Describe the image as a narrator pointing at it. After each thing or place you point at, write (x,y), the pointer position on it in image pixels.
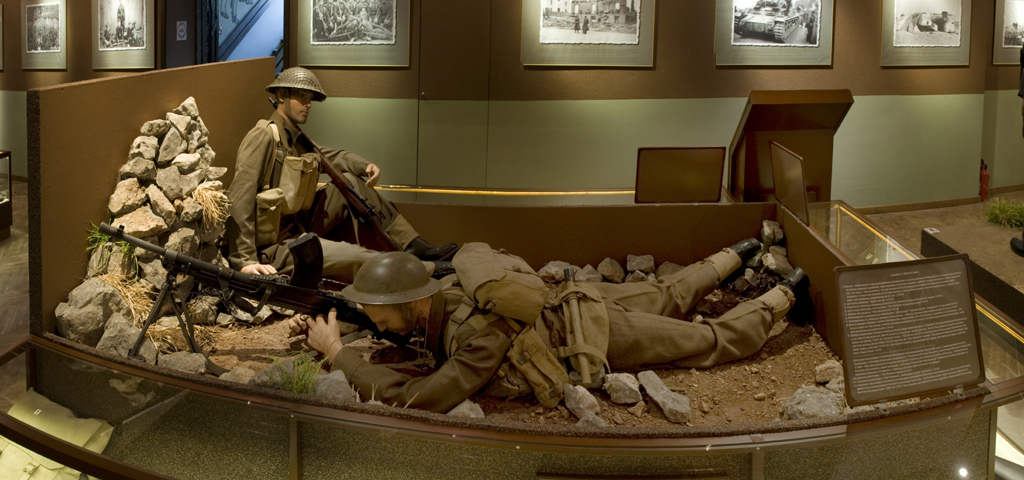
In this image, there are two statues (445,292) of soldiers (467,339) and stones (189,171) in the foreground area of the image (252,217), there are frames (124,22) at the top side (336,66).
